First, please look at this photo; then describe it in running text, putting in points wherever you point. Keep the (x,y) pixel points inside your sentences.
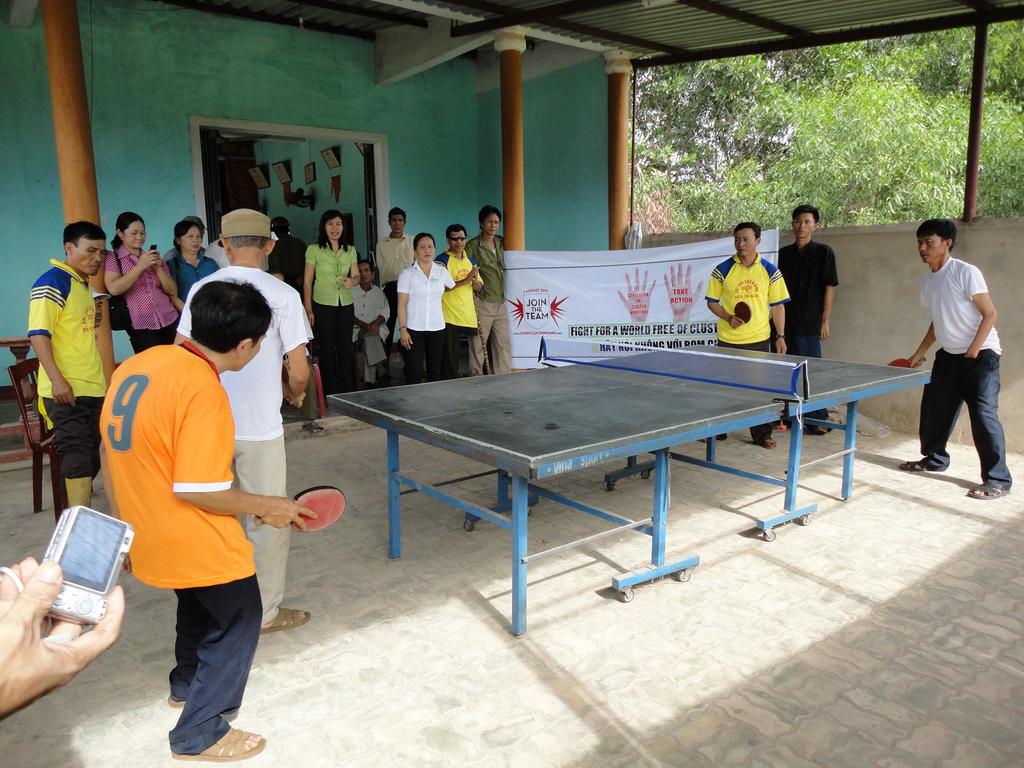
In this picture I can see the hand (18,624) of a person (20,604) holding a camera (109,568) and there are group of people (350,291) standing. There is a chair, ping pong table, banner (604,312), frames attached to the wall (297,55), and in the background (516,182) there are trees (701,180) and a building (676,16).
